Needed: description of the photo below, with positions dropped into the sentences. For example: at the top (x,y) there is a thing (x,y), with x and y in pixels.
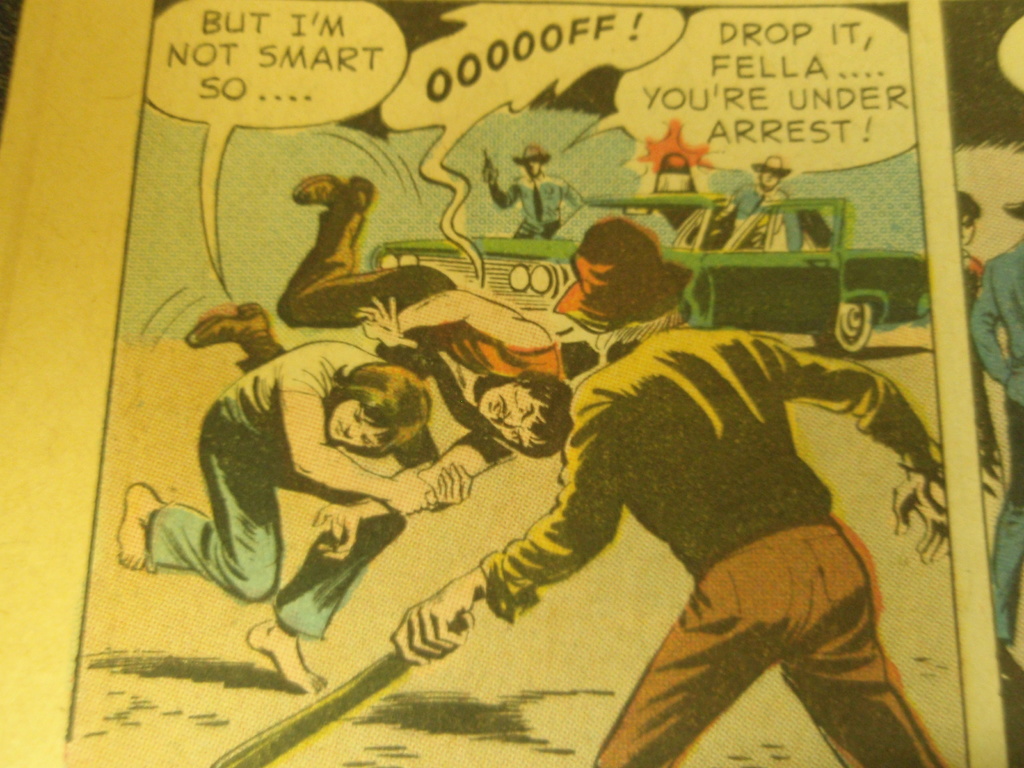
In this image we can see a paper (161,397) of a comic (217,386) where we can see a few people (641,472) here, a car (537,243) and some edited text (778,41).
